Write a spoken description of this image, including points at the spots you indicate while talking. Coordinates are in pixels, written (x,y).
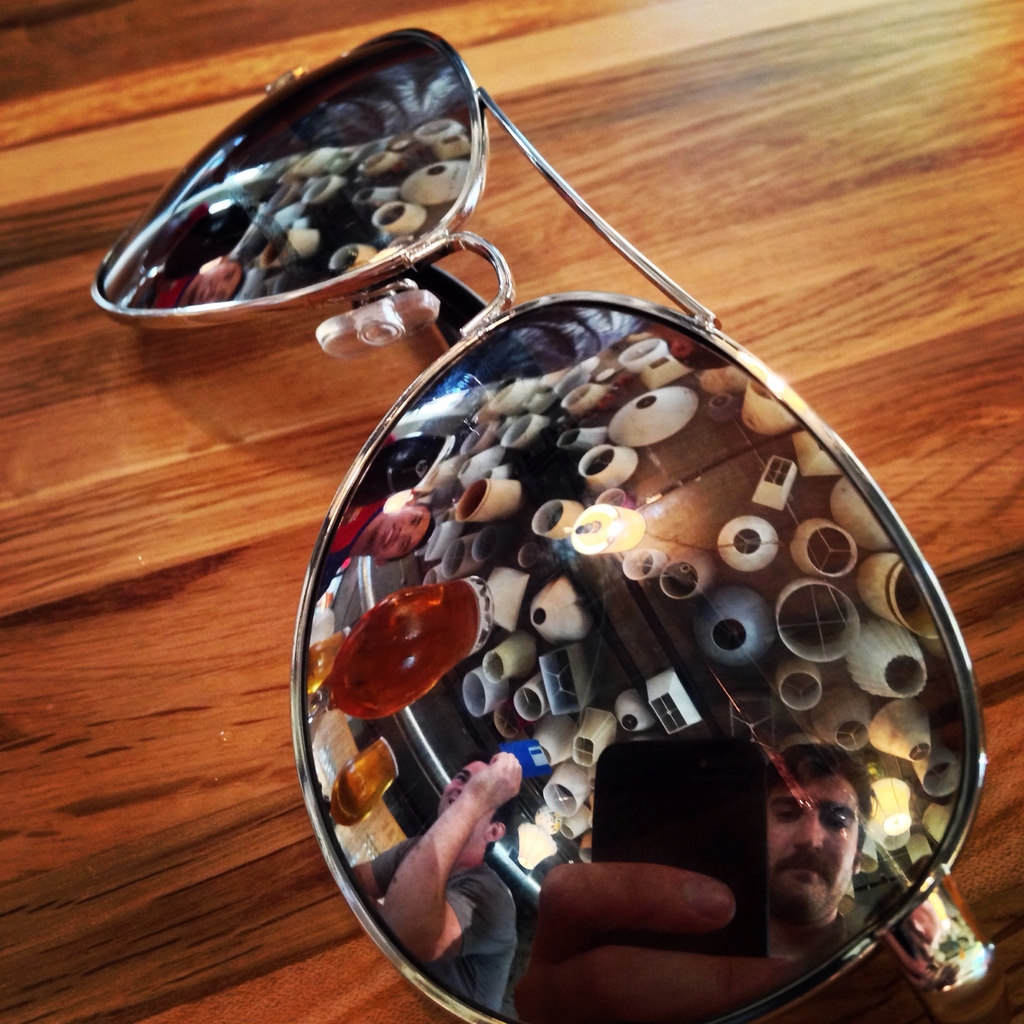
In this picture sunglasses (645,359) are placed on the table (846,288) and on the sunglasses (506,691) there is a reflection (764,847) of people (649,891) who are present inside the room (532,878).
